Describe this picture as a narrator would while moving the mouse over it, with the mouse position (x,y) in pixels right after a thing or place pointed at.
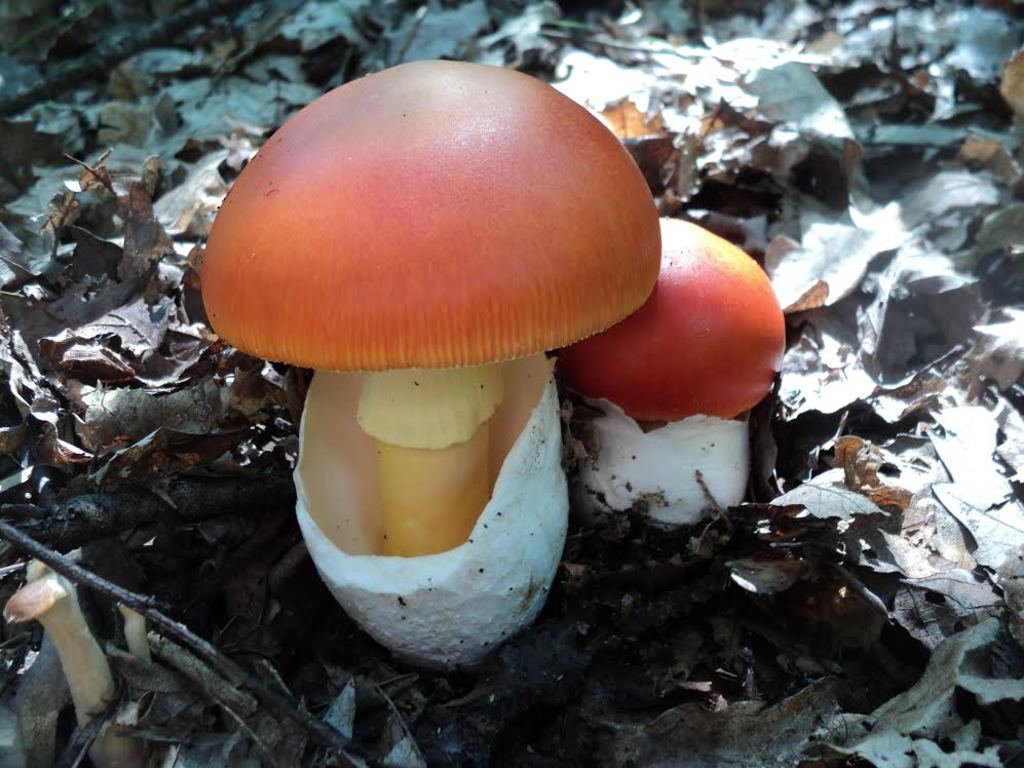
In this picture we can observe a mushroom (288,276) which is in red color. We can observe a white color shell (346,497) on the ground (435,671). There are some dried leaves (148,282) which were in brown color.
